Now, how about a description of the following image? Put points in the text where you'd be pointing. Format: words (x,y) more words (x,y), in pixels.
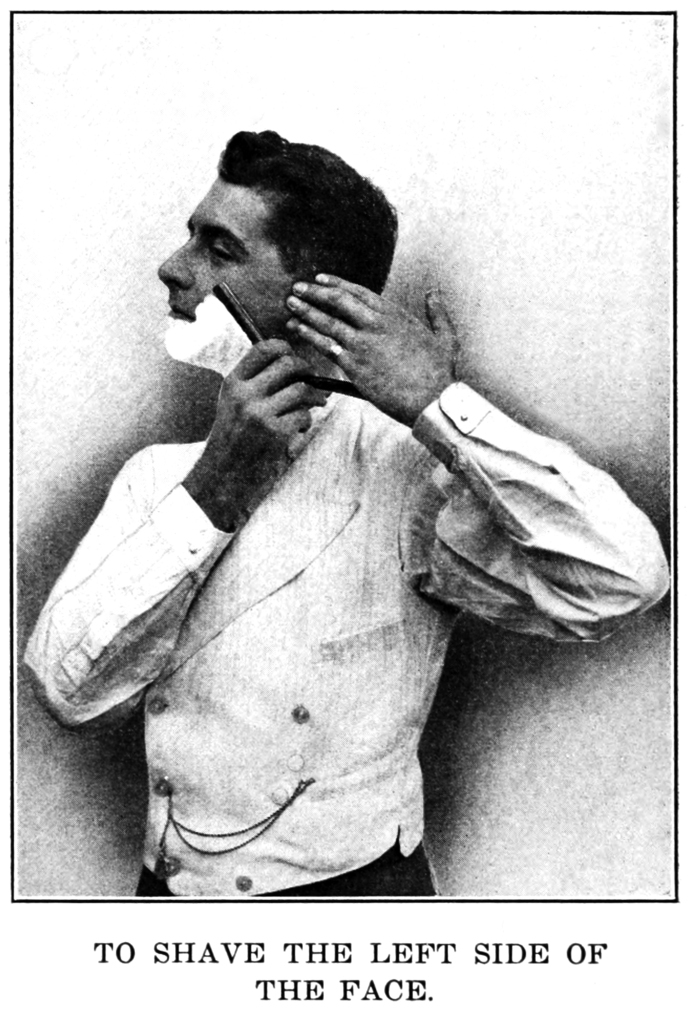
In this image I can see a paper (320,577). On the paper (325,944) there is an image (380,382) of a person (358,497) holding an object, and there are some words (377,986).
